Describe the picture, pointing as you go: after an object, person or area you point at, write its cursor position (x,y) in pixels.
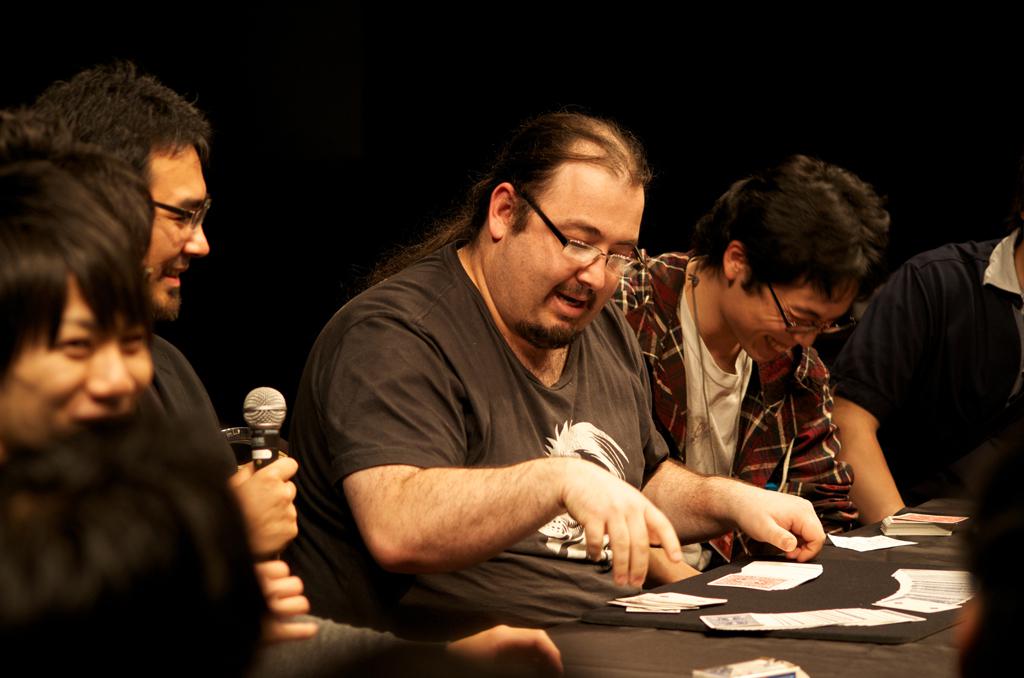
In this image there is a person (427,406) wearing a dark t-shirt (563,402) is sitting before a table (655,617) having few cards (748,672) on it. He is wearing spectacles (562,234). Beside him there is a person (682,438) wearing spectacles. Left side (175,410) there is a person (288,516) holding a mike (281,405) in his hand (265,506). He is wearing spectacles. Beside him there are few persons (44,476). Right side (953,454) there is a person (959,413) sitting. Background (940,204) is in black color.
